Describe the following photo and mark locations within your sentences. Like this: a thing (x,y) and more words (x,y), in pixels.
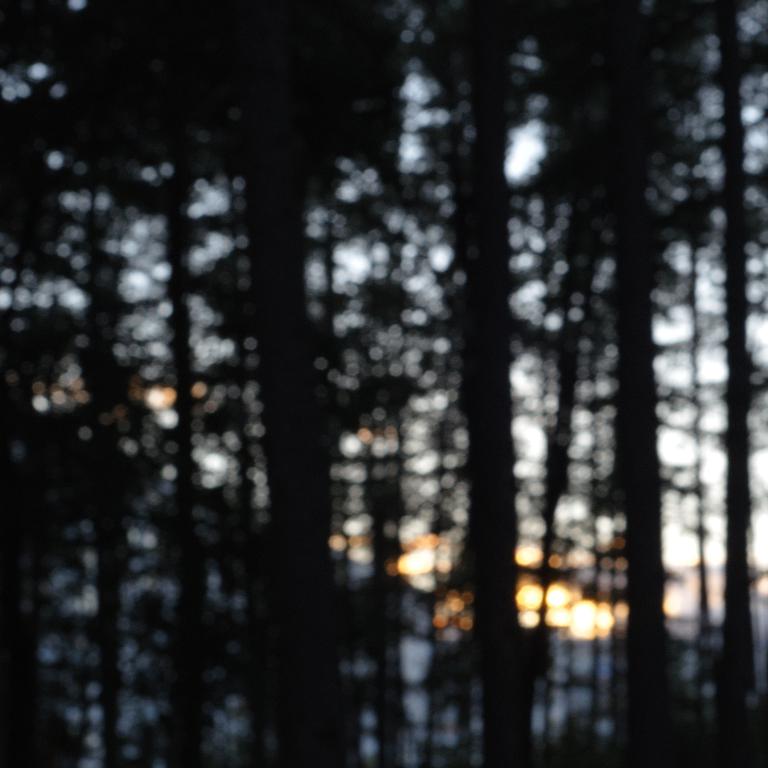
In this image we can see trees (350,413), here is the light (523,597), here it is black and white.
